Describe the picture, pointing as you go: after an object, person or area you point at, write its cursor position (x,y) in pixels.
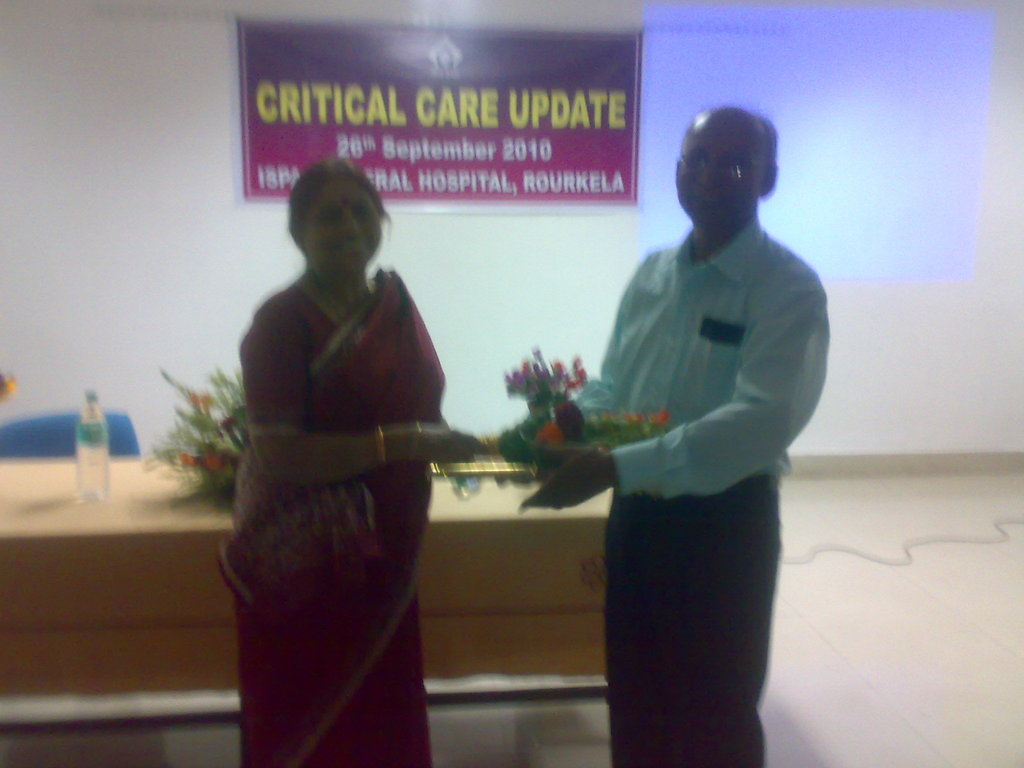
In this image in front (745,433) there are two person (783,458) holding some object (468,460). Behind them there is a table (466,527). On top of it there is a water bottle (87,475), flower pots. Behind the table (122,481) there is a chair (49,427). At the bottom of the image (914,619) there is a floor (897,610). In the background of the image (494,180) there is a wall (124,225) with the banner (371,149) on it. On the right side of the image (837,199) there is a screen (856,174).
